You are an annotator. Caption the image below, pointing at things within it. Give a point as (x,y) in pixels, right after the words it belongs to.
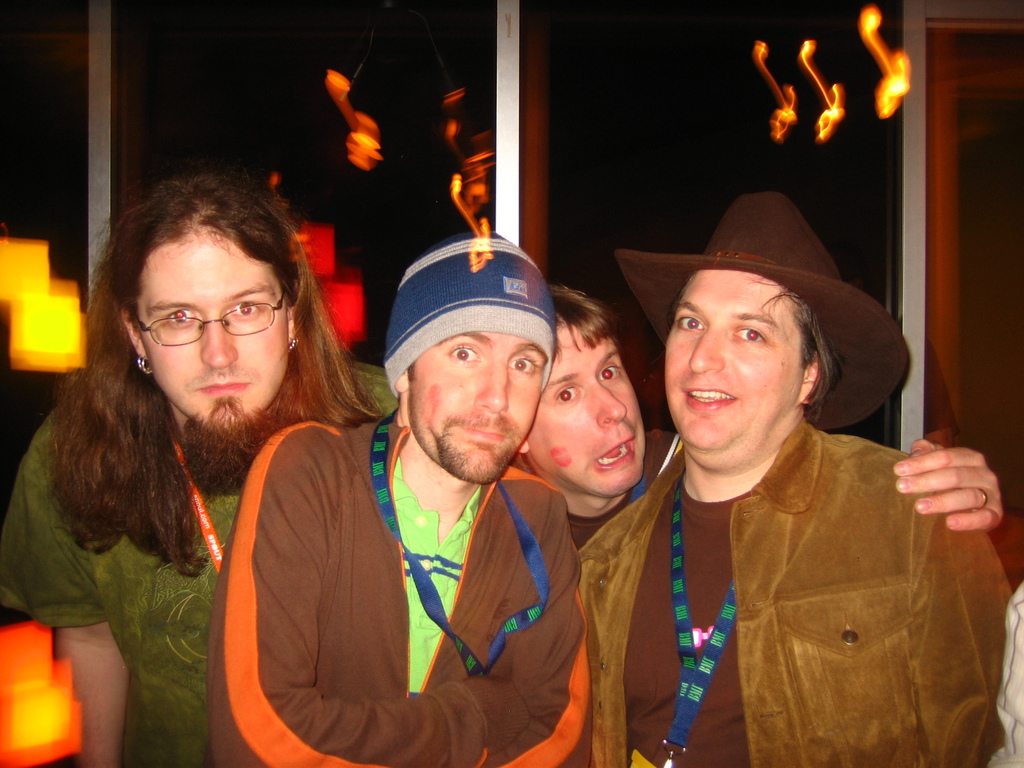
In this image, there are four people (988,501) standing, and on the right side (855,677) there is a person (662,507) who wearing a cap (663,271).
